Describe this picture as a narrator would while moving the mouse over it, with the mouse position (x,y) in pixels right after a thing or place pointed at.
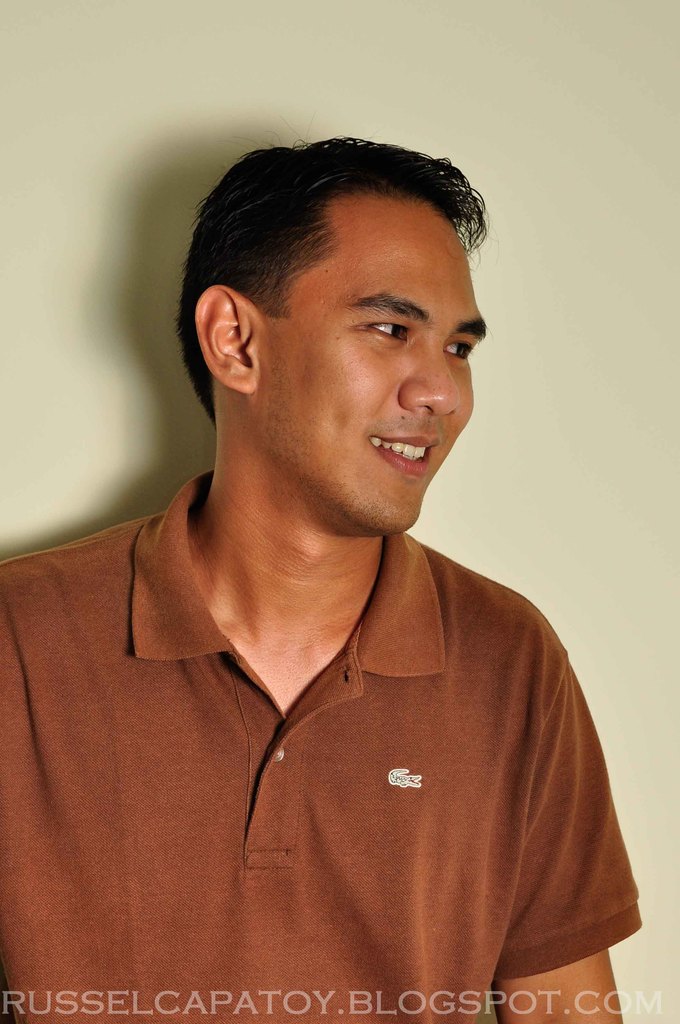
In this picture there is a man (336,446) smiling, behind him we can see wall (596,524). At the bottom of the image (225,998) we can see text (225,998).
